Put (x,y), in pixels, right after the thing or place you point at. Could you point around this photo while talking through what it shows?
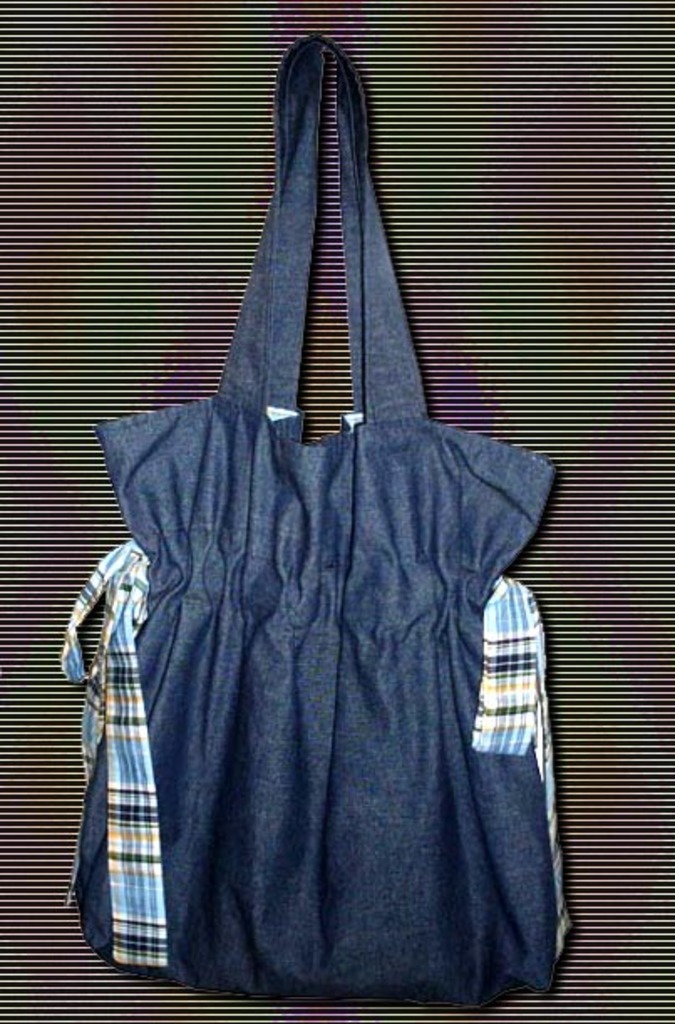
In the center of the image (252,650) there is a blue color bag (253,566) which is hanging on the wall (246,81).
